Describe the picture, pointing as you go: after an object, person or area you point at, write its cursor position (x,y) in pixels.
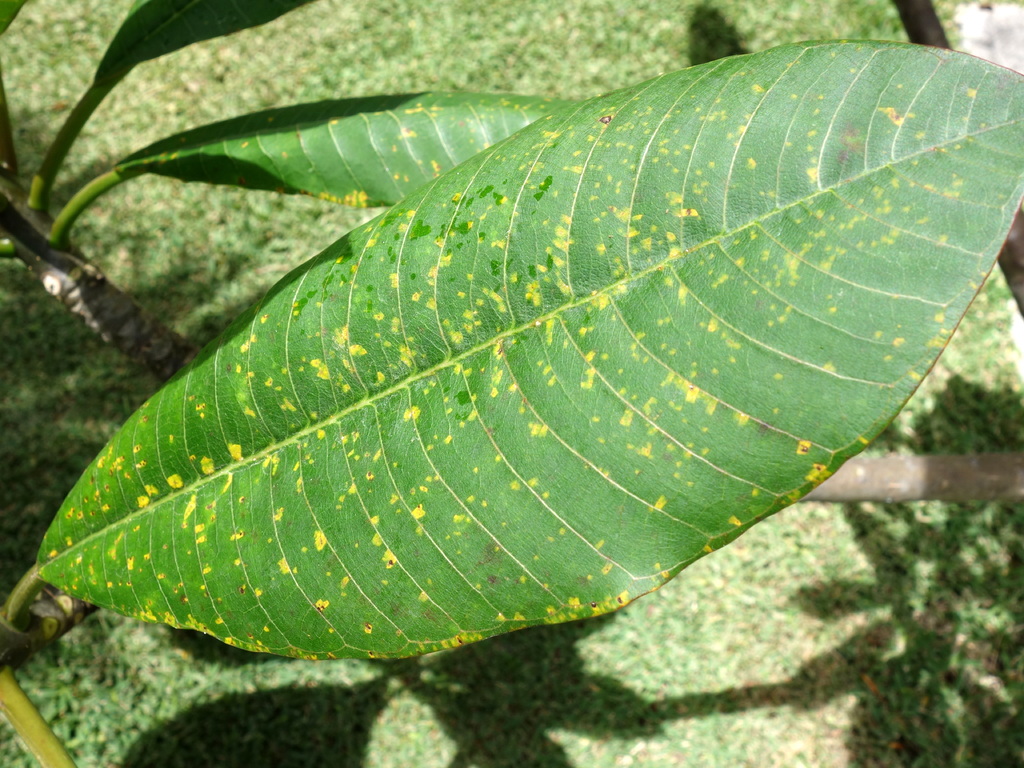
The picture consists of leaves (470,308) and stems (923,468) of a tree (695,474). The background (770,664) is blurred.
